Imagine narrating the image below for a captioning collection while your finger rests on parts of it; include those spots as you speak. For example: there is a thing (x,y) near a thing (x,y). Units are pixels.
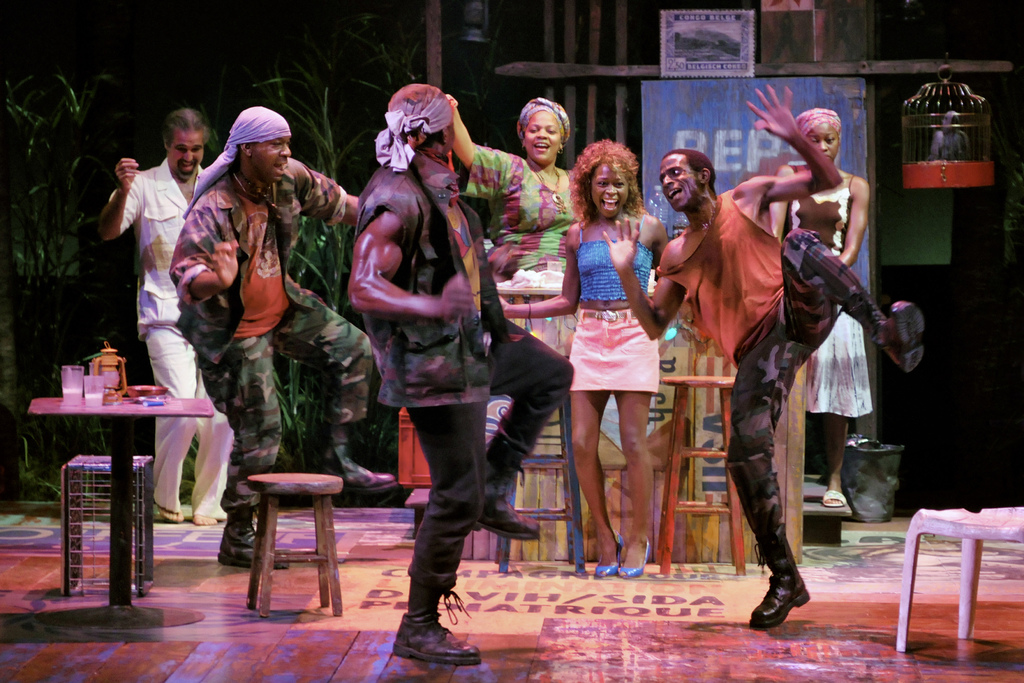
In this image I see number of people (555,136) and I see a table (182,402) on which there are glasses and few things (146,406) and I see number of stools (737,525). In the background (612,36) I see the plants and I see few boards (771,50) and I see a cage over here in which there is a bird (956,114) and it is a bit dark in the background (176,76) and I see the floor (834,646).
